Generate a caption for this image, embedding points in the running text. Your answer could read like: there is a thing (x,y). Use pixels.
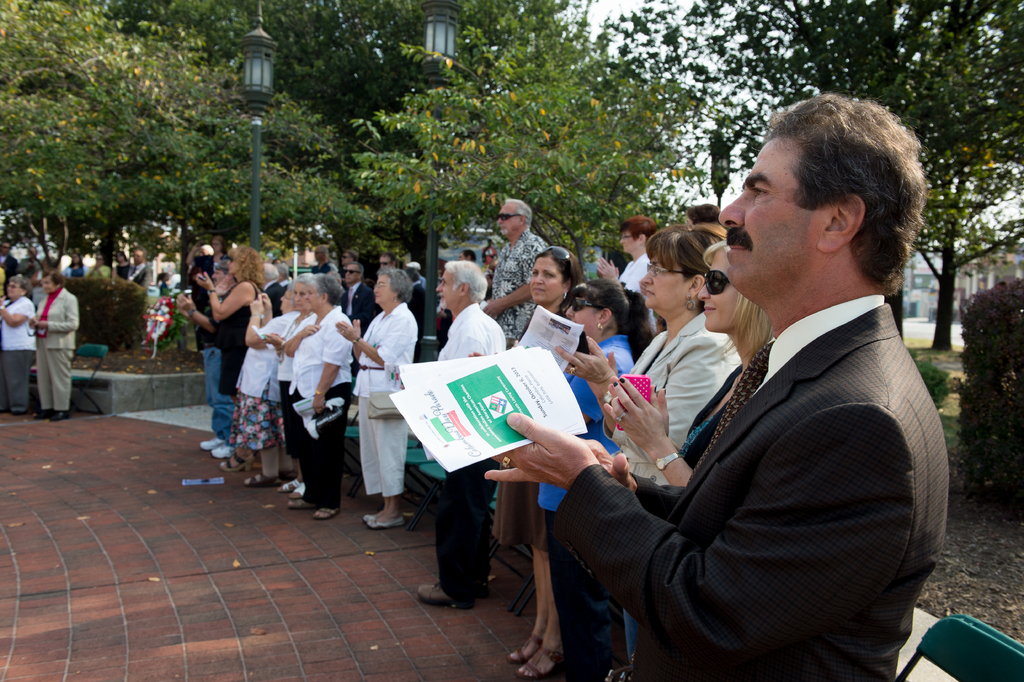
The group of people (872,190) are standing and looking at other side. Few people (772,388) are clapping their hands (583,355). Few people (407,345) are holding papers (507,419). The woman (632,408) is holding her mobile (640,390). The man (831,381) in the front (835,474) wore black suit (715,520), tie (742,390). Backside of this group of people (645,326) there are number of trees (481,89) in green color. The pole (259,140) is with lantern lamp (259,90). Backside of this woman (59,343) there is a chair (96,346). Backside of this person's (55,327) there are trees (603,36) in green color. Sky (627,6) is in white color. Far away there are buildings (969,283).
